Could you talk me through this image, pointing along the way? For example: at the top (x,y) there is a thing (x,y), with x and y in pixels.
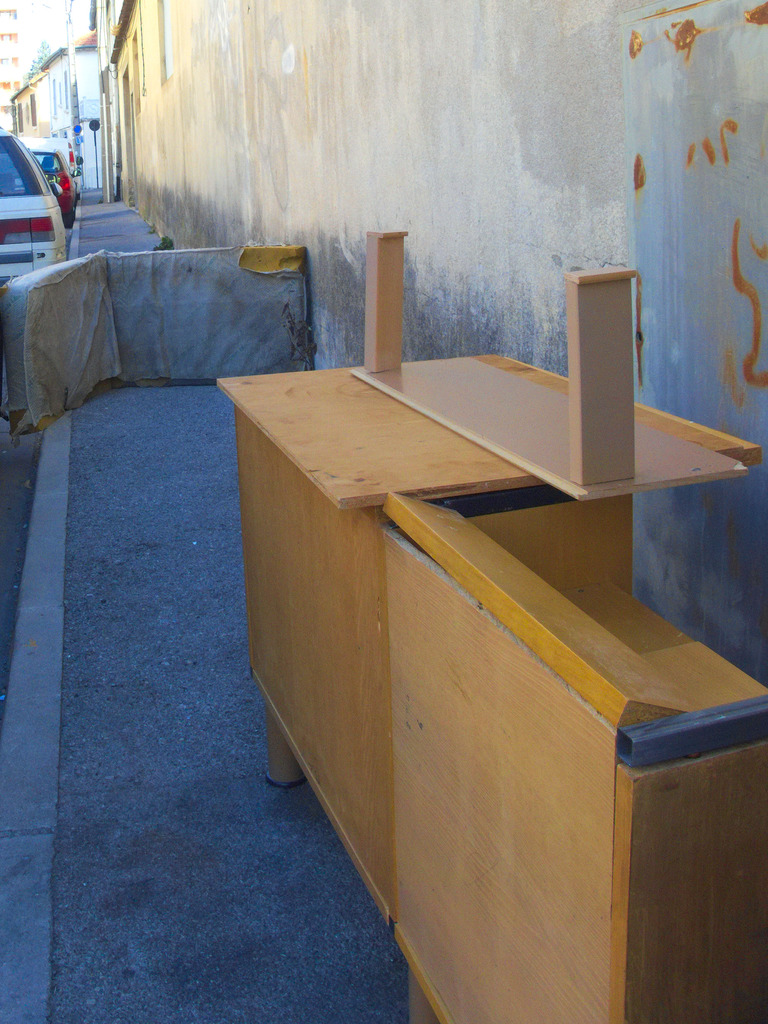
In this picture we can see vehicles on the road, beside this road (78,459) we can see a table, houses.
